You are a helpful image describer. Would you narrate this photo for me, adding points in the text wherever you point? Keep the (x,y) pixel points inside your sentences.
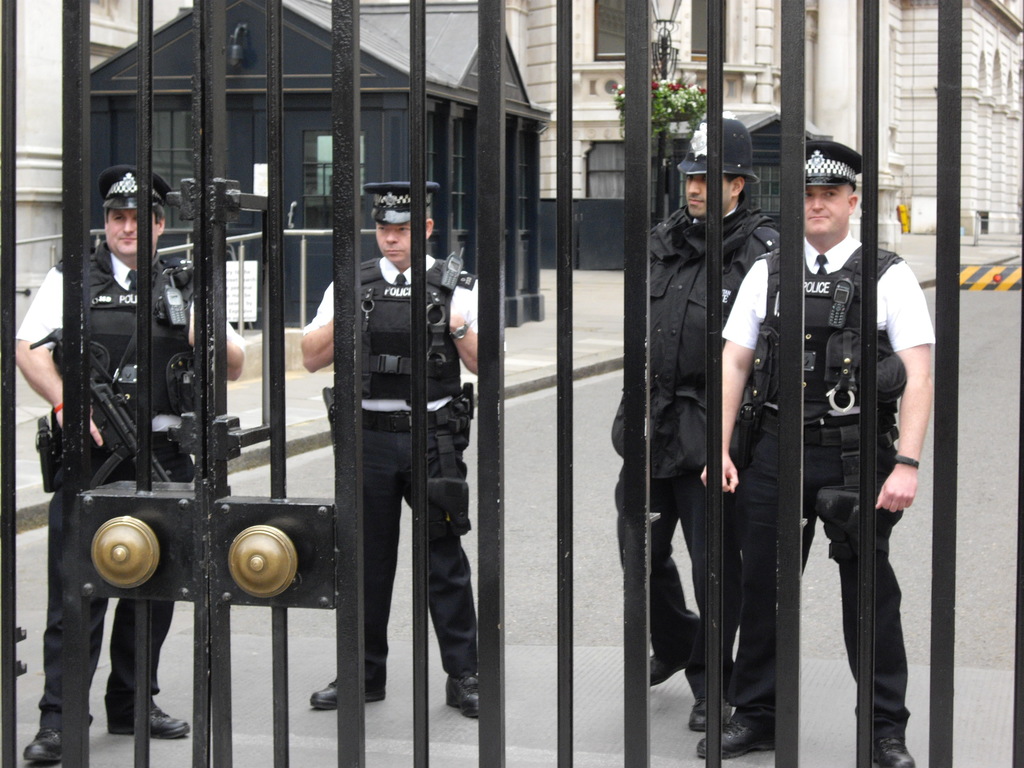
This is an outside view. In the foreground (945,455) there is a metal frame (420,365) which seems to be a gate (71,416). Behind there are four men (917,402) wearing uniforms (156,321), caps (120,205) on their heads (123,234) and standing on the road (575,486). In the background (135,117) there are many buildings (308,69).
